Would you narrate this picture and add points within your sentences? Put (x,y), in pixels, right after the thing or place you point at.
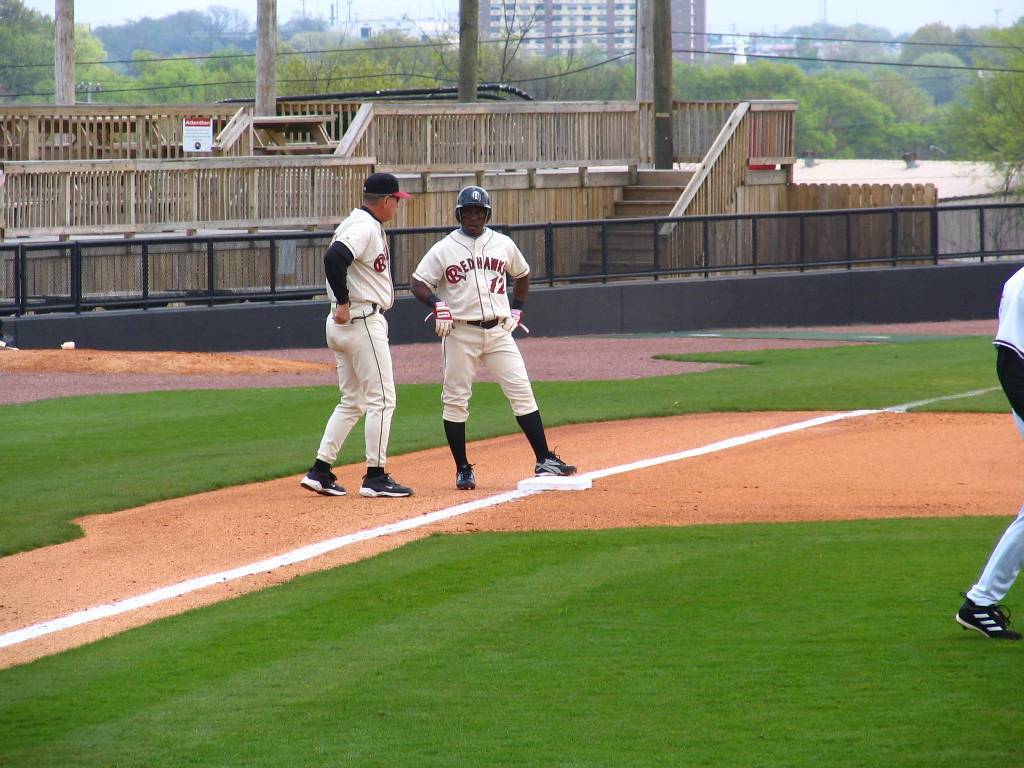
In this image I can see three people (502,332) are standing on the ground (509,572). These people (332,332) are wearing the White and black color dresses (497,367) and I can see one person (485,249) with the helmet (460,216) and another (373,217) with the cap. To the back of these people (479,210) I can see the railing (142,294) and I can also see the wooden stairs (636,193). In the back (526,62) there are pillars (664,53), trees (618,61), buildings (596,42) and the sky (330,15).
